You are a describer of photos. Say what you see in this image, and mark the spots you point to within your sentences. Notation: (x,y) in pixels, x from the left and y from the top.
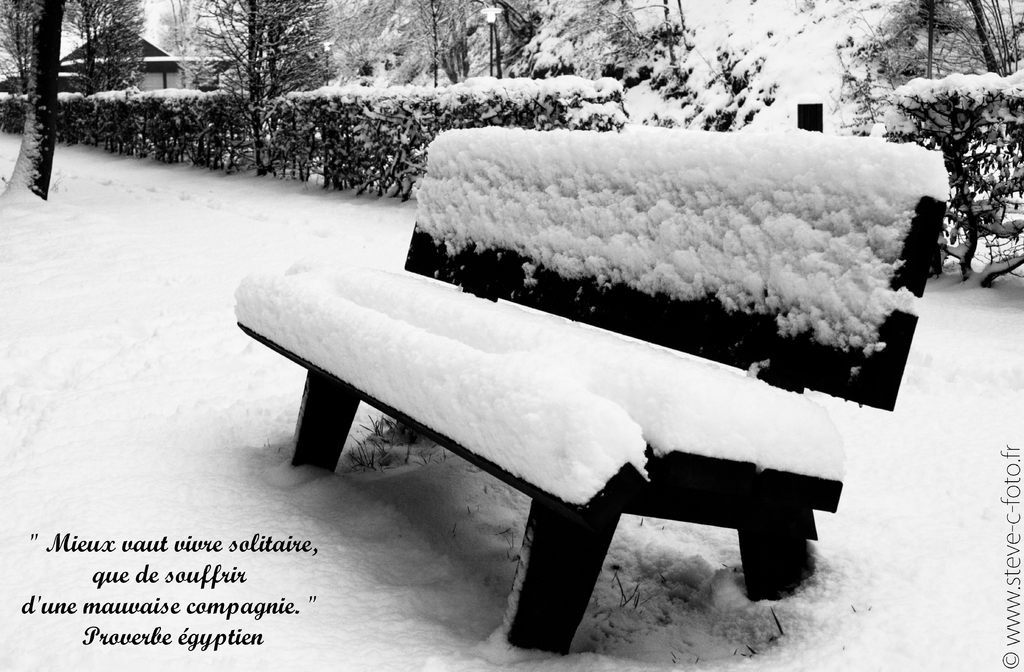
In this image, we can see a bench (480,171), trees (286,61), sheds (155,66) and bushes (351,104) and poles (490,21) and a light (489,8) are covered by snow (244,285). At the bottom (374,531), there is some text (218,629) and snow (845,535).
